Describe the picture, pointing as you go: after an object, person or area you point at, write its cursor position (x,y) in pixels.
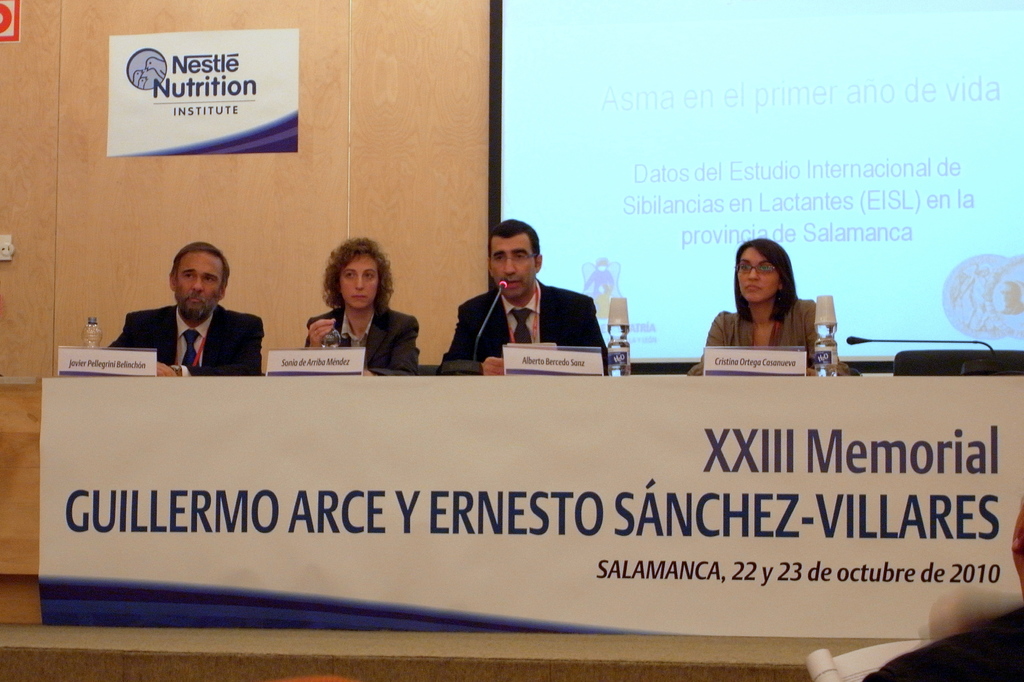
In this image there are a few people (756,343) sitting in front of the table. On the table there are name plates (87,370), bottles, mics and a few other objects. On the bottom right side of the image (979,619) there is a person (997,623). In the background (272,81) there is a screen (504,185) and few posters (229,103) are attached to the wall (295,209).
